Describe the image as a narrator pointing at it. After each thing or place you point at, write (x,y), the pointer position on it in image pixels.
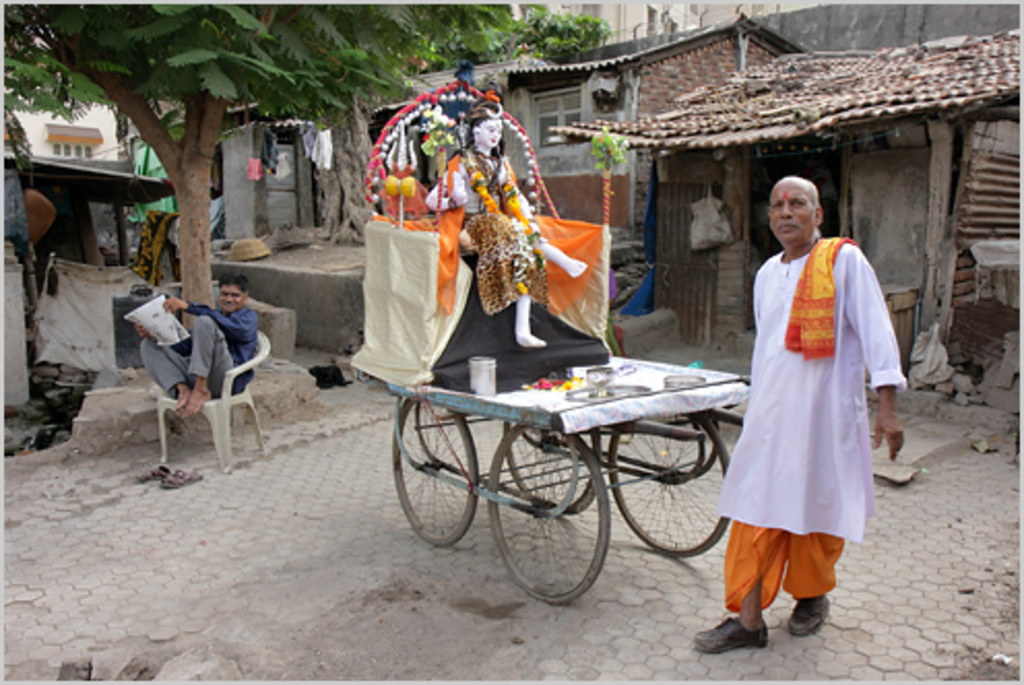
Person (842,379) standing near the vehicle (565,420) and a person (223,355) sitting. man (221,369) sitting on the chair (231,394), in the back we have trees (369,86) and houses (814,124).
